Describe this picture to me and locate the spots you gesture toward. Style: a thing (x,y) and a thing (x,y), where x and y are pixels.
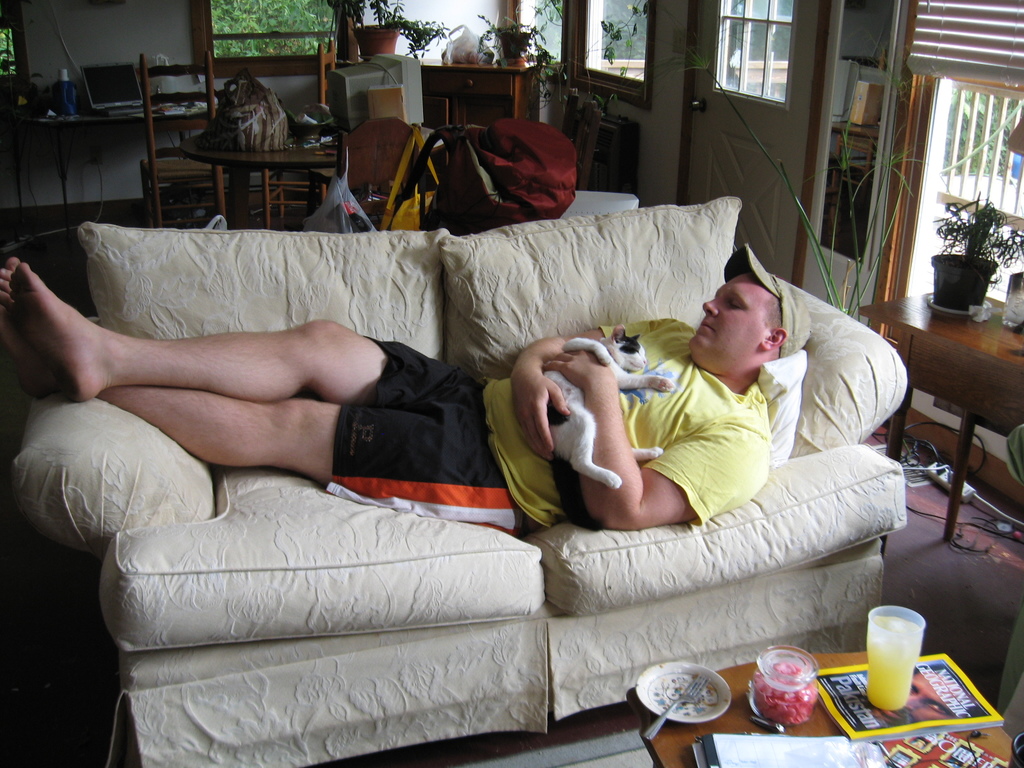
In the middle of the image (624,453) a man (80,399) is laying on a couch (605,318) and holding a cat (617,345). Behind the couch (190,274) there is a table (298,149) and chair (353,152) and there is a bag (527,182). Top left side of the image (300,63) there is a window (255,24), Through the window (245,19) we can see a tree (270,24). Top right side of the image (944,222) there is a plant (992,214) on a table (939,385). Bottom right side of the image (707,686) there is a table (652,743), On the table (727,677) there is a glass (908,633) and saucer (666,673) and spoon (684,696) and there is a book (880,722).
